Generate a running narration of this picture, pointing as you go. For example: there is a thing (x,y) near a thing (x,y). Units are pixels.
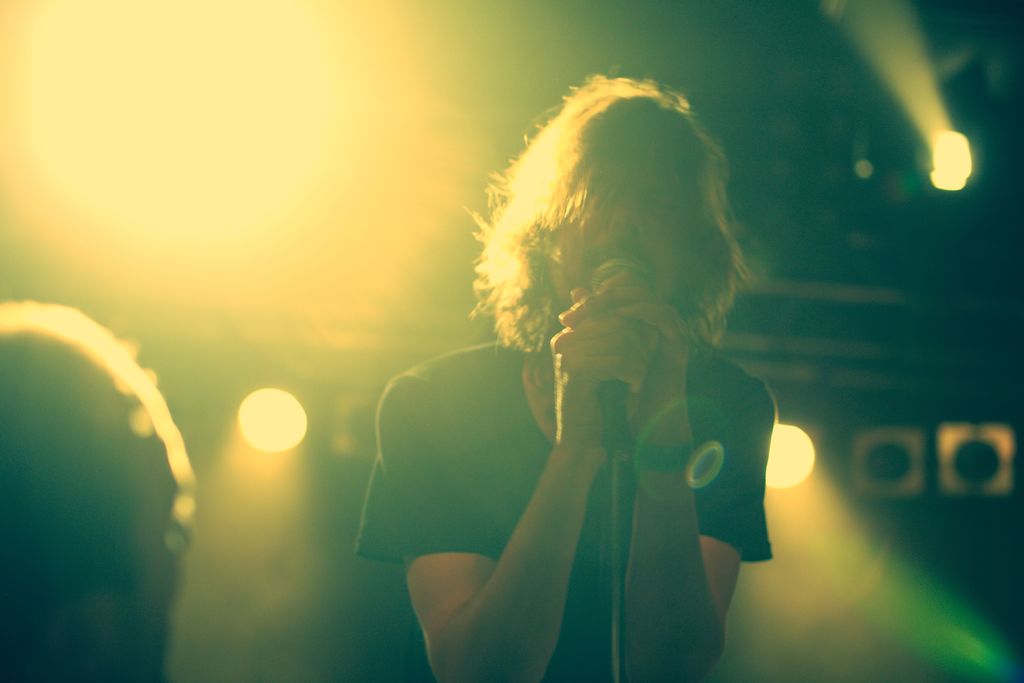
In this image we can see a man (711,430) standing holding a mike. On the left side (106,563) we can see an object (109,560). On the backside (773,475) we can see some lights (780,438).
